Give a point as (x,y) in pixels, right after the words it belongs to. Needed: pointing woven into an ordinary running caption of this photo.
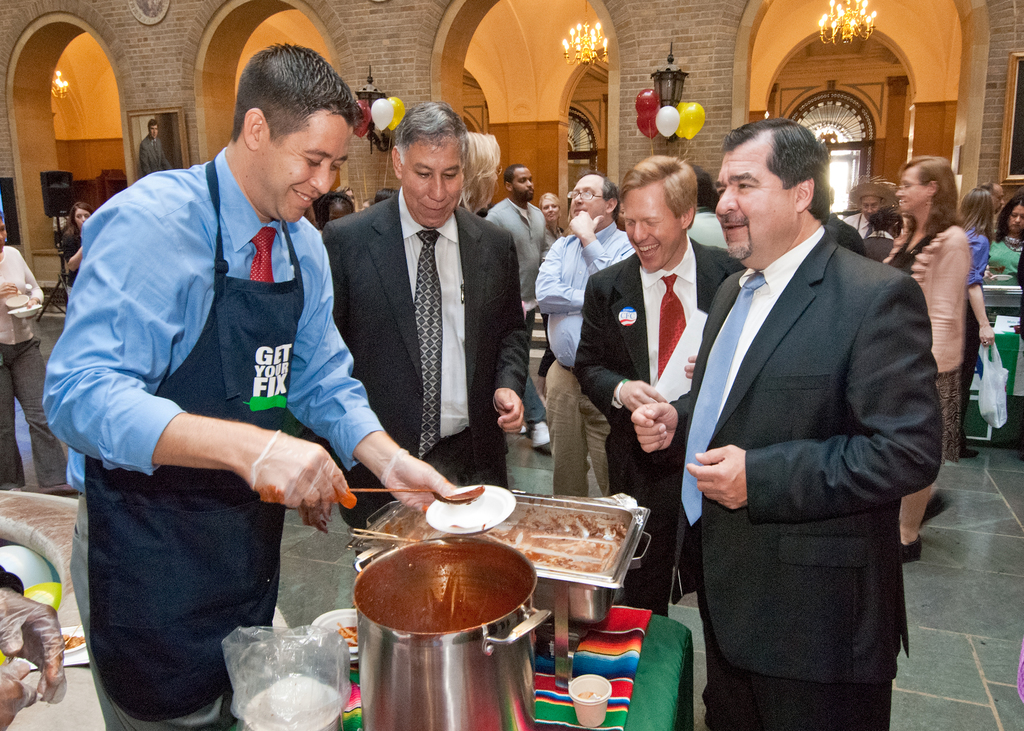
In this image, there is a table (677,645) on that table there is a steel container (414,679) and there is a man (195,401) standing and he is holding a spoon (396,491) and a white color plate (485,524), we can see some people (646,332) standing, in the background (659,132) we can see some balloons (688,128) and there are some lights (592,36) and some pillars (716,86).
